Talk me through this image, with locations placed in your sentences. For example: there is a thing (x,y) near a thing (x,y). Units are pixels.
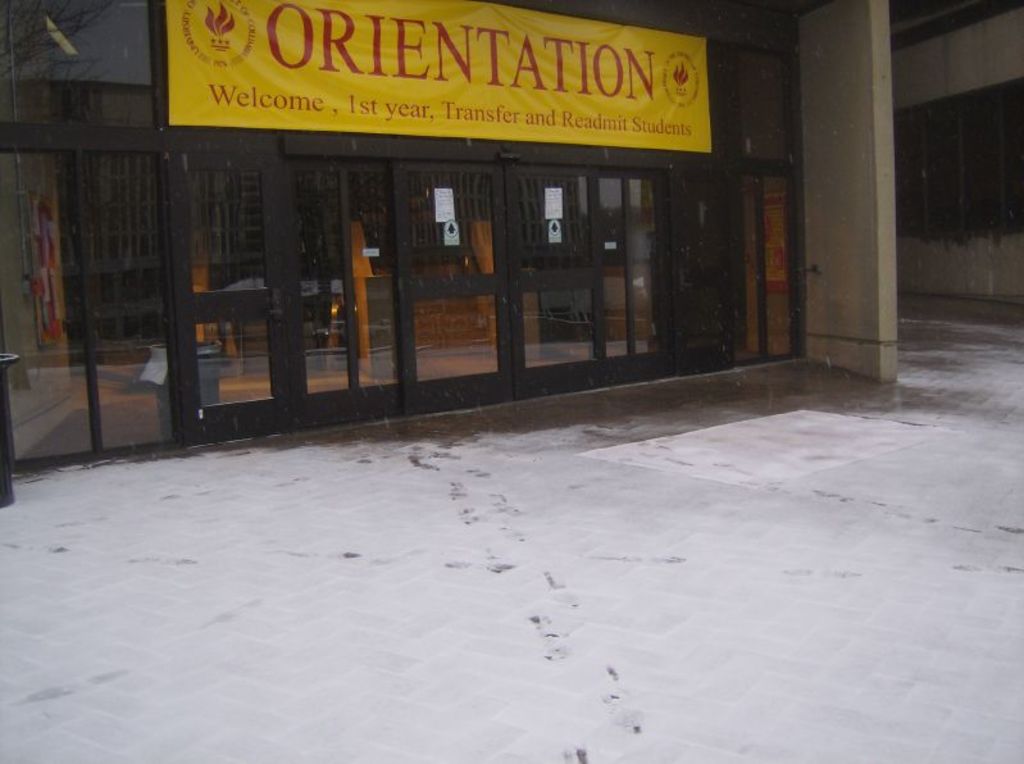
In this image we can see a building (605,188). On the building (353,243) we can see few windows (76,253) and doors (309,220) with glass (427,248). At the top (626,88) we can see a banner (226,95) with some text (619,71). On the right side (980,138) we can see another building (978,238).
